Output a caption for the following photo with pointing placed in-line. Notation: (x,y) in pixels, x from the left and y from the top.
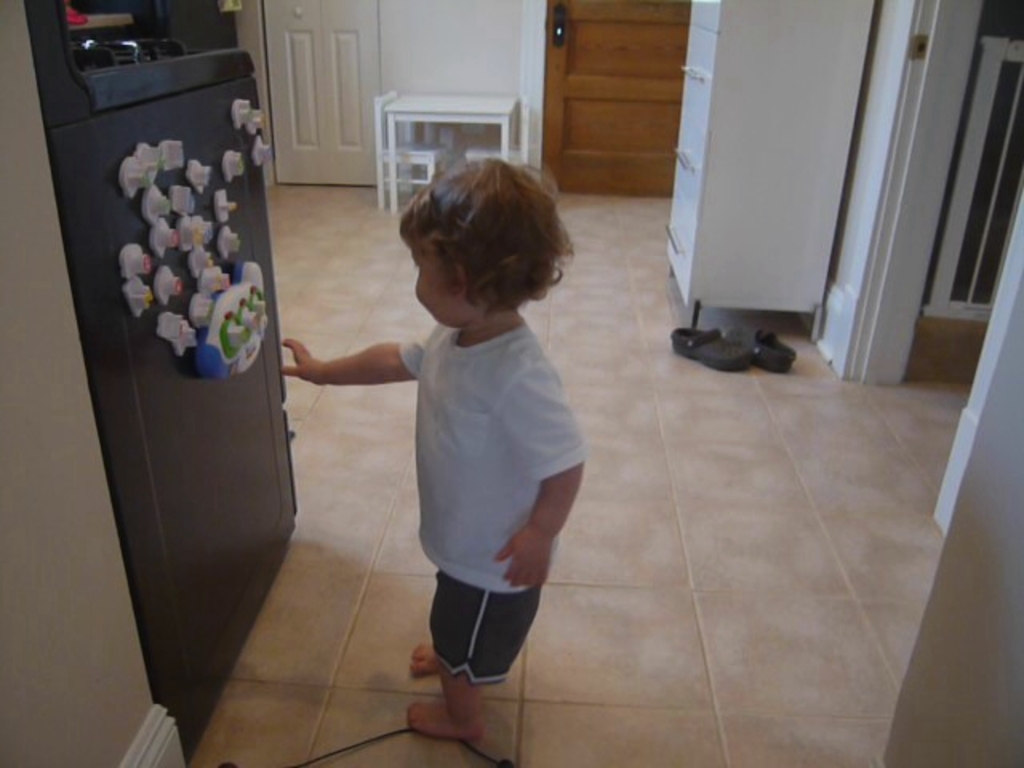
The picture consists of baby (467,474) standing in front of stove (157,364), it seems to be of kitchen (833,712), there is a cupboard (724,170) at right side (754,104) corner beside that there is a door (604,110) and there is a way (948,347) to other room (914,355) from right side (958,351) and left side wall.
